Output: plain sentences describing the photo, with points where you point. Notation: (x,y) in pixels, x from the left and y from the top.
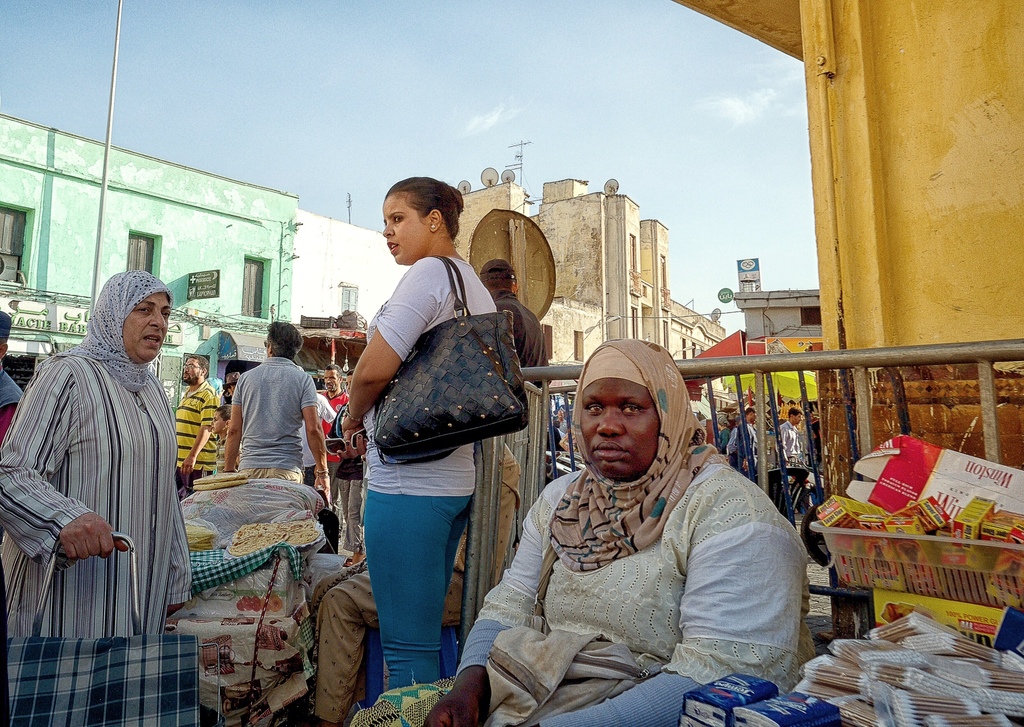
Front portion of the image we can see people (268,452), basket (917,573), ear-buds (961,657), boxes (964,497), tissue paper packets (733,692), grille (987,420), yellow wall (883,185) and things (205,571). Two people (347,705) are sitting on chairs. Background (558,336) portion of the image we can see buildings (636,289), hoarding (741,267), poles (522,151), sky (648,147) and satellite dishes (494,172).
